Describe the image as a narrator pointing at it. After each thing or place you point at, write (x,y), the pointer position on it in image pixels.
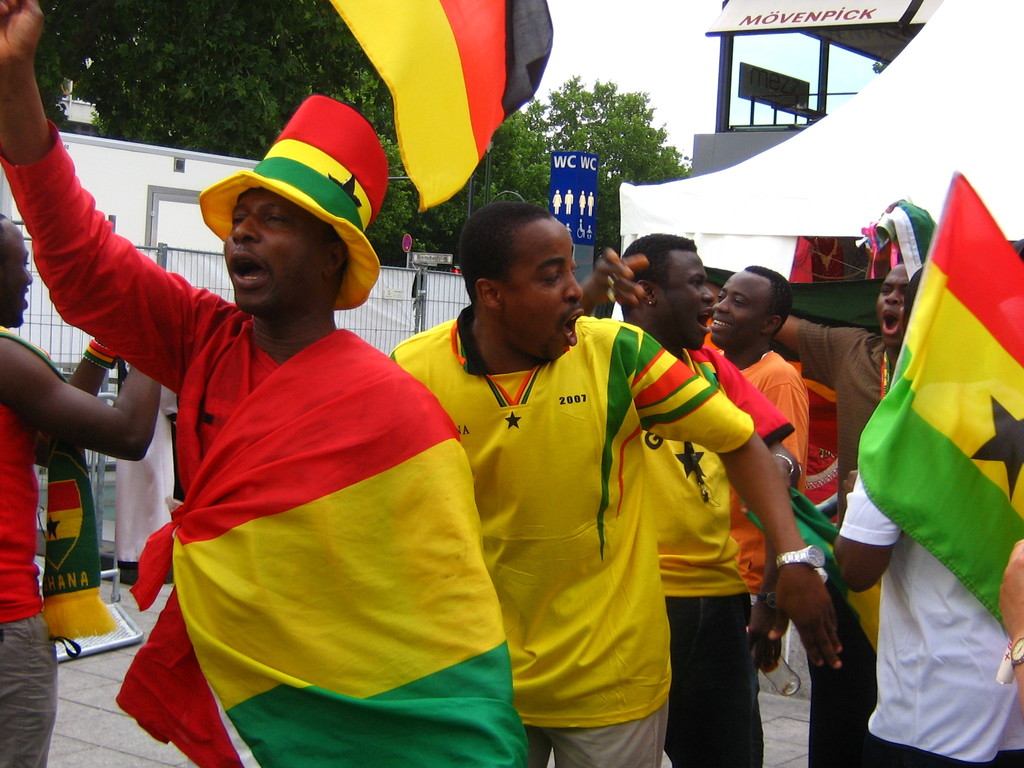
In the image we can see there are people (560,512) standing and they are holding flags (967,401) in their hand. They are wearing hat (331,190) and behind there are trees (228,90) and there is a building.
